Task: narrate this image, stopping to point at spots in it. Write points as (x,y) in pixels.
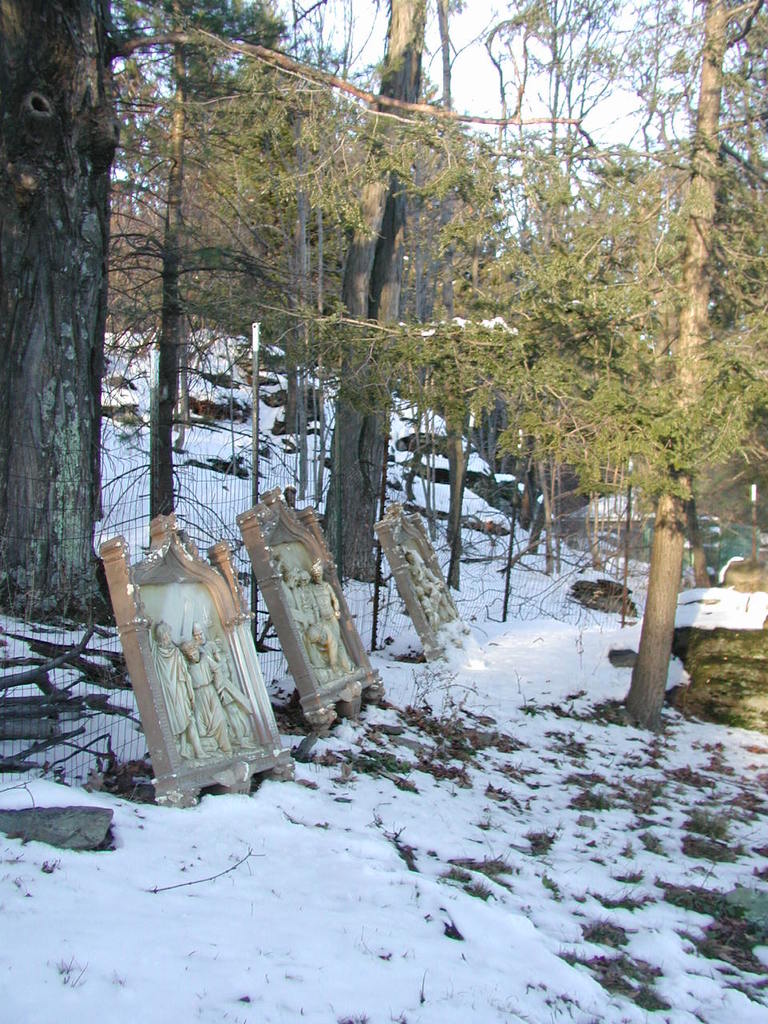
In this picture we can see sculptures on the ground (412,801), here we can see a fence (627,583), snow (398,820), trees (589,489), some sticks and some objects (605,523) and we can see sky (501,6) in the background (630,11).
